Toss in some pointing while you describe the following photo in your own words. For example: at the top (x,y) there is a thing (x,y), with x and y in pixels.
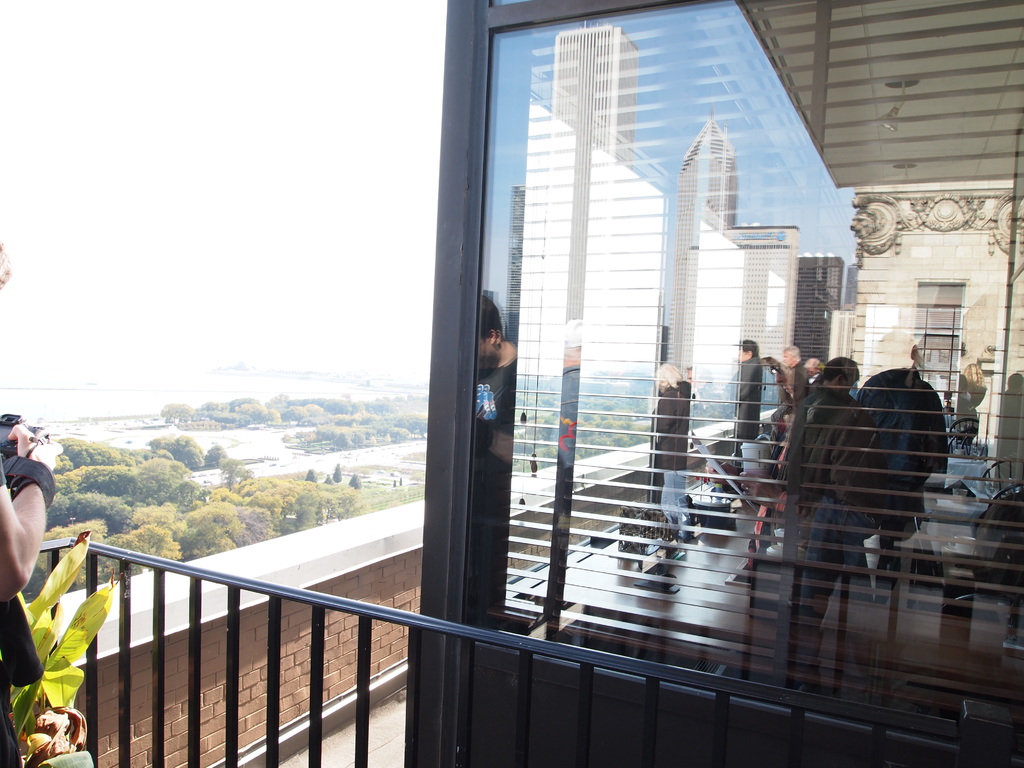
There is a railing (276,619). On the left side (7,525) we can see a person (18,510) holding a camera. Near to the person (35,454) there is a plant (67,654). On the right side (702,514) there is a building (493,580) with glass wall (766,516). Inside that there are many people (825,461) and many other things (780,532). In the background (214,490) there are trees (227,464). Near to the building (423,590) there is a brick wall (252,637). Also there is sky (263,179) in the background (236,263).
